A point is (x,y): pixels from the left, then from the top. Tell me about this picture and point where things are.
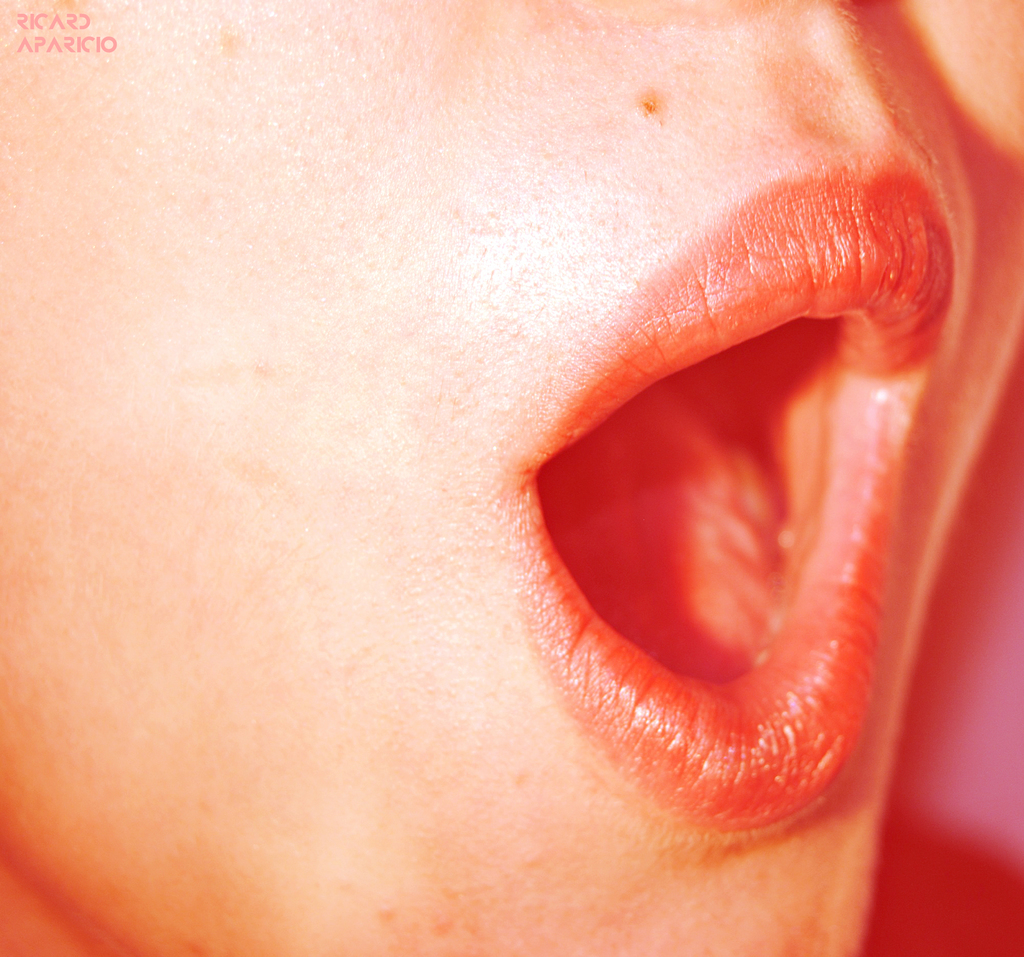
In this image there is person's face (551,284), there is the mouth (742,441), there are lips (602,418), there is a tongue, there is text (71,34) towards the top of the image (59,35).
